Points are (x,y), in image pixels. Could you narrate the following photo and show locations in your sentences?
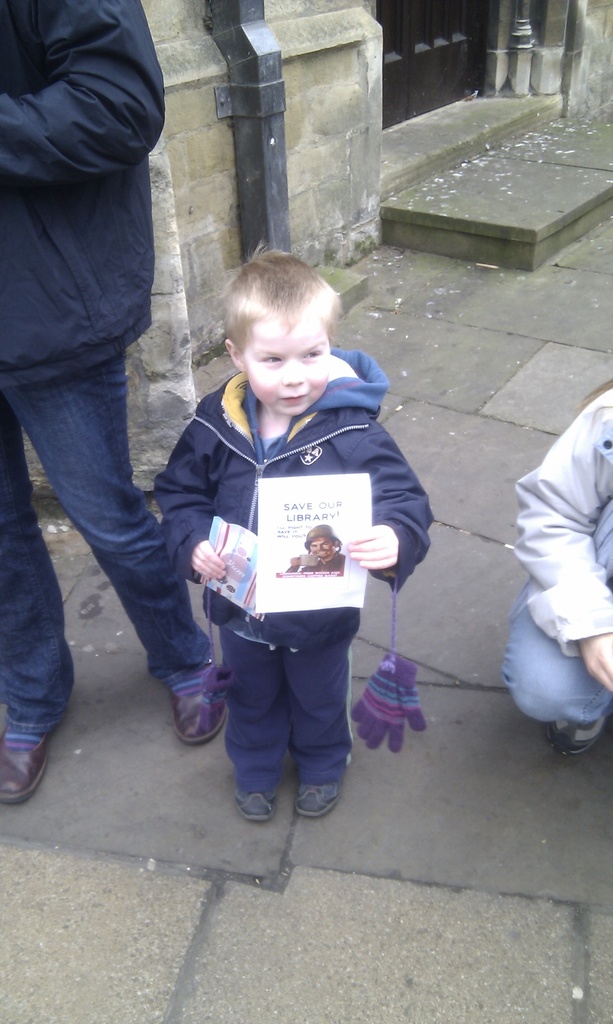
On the left side of the image (39,589) we can see a person (97,543) is standing and he wore a black color coat (103,348) and blue color jeans (62,688). In the middle of the image (375,460) we can see a boy (260,380) holding a pamphlet (282,569) in his hands (375,566) and gloves (405,680) are hanged to his hands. On the right side of the image (563,695) we can see a person (599,507) sitting on the floor (434,936).
